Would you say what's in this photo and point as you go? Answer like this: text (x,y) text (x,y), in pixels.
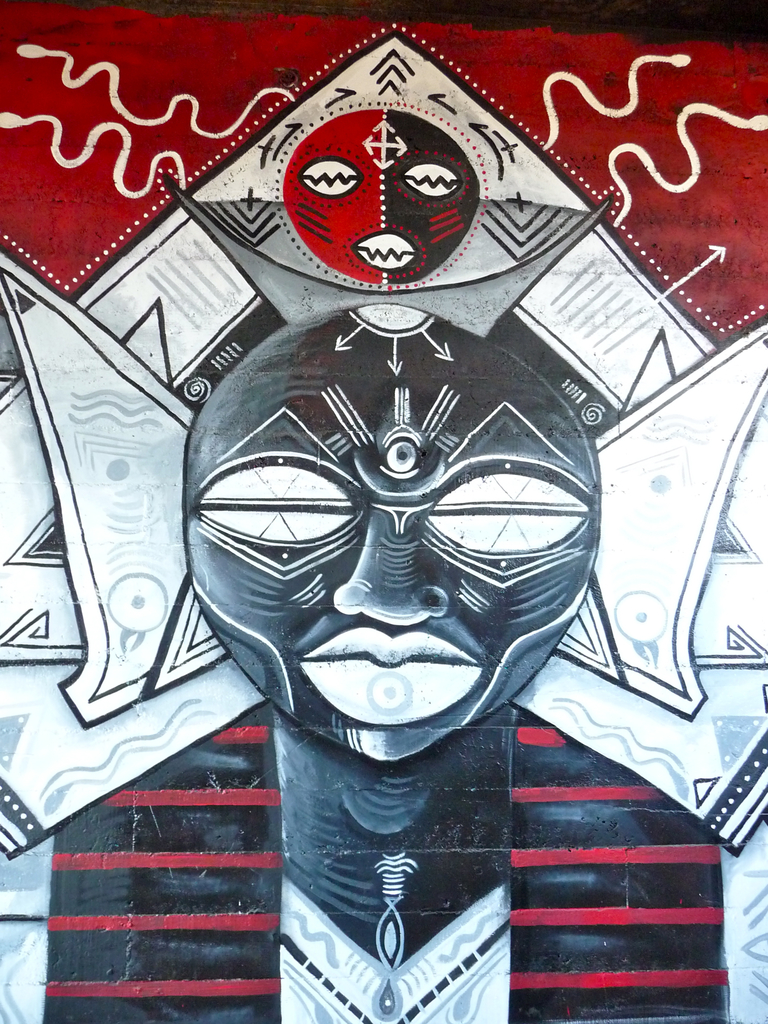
This picture seems to be an animated image. In the center (465,410) we can see the picture of a person (398,869) and the picture of some other objects (658,676).
